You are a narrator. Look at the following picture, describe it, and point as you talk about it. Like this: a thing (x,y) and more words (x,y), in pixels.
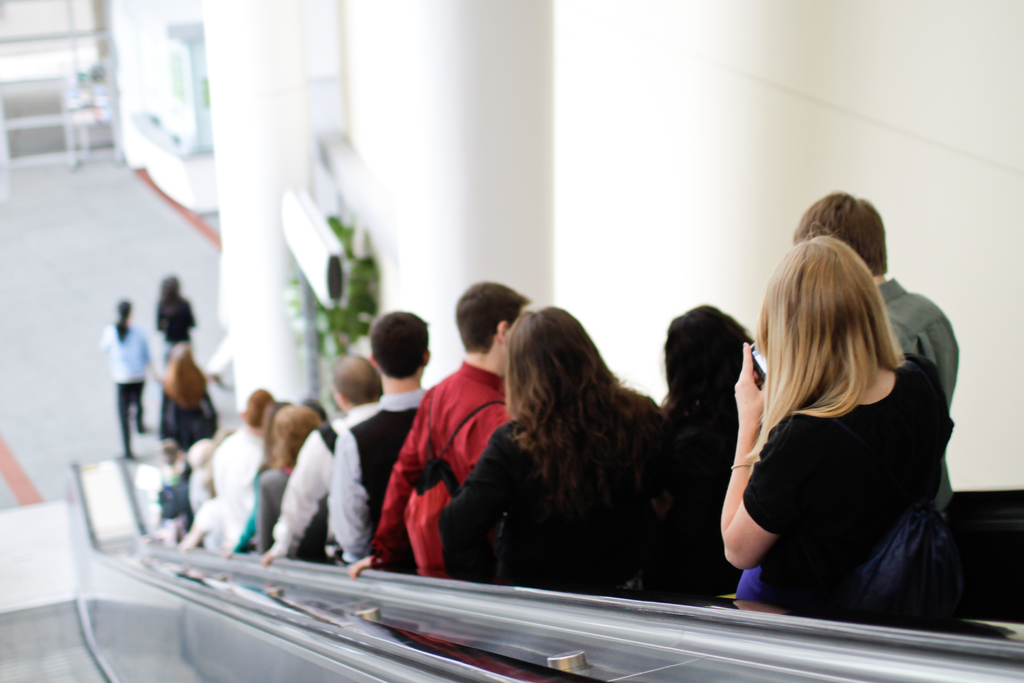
In the picture I can see a few persons (511,533) on the escalator (960,531). There is a woman (792,523) on the right side (864,435) is wearing a black color T-shirt (842,440) and she is holding a mobile phone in her hands (753,371). I can see three women (126,355) walking on the floor (157,415).
